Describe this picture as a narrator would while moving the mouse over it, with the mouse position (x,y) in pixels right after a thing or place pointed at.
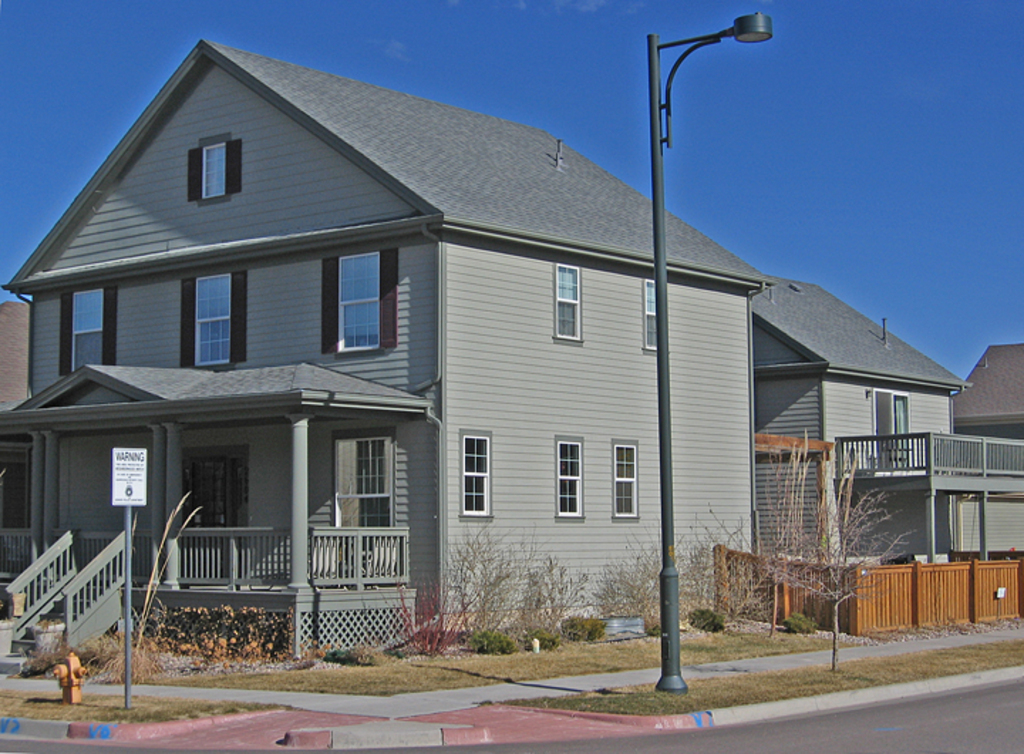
In this picture we can see the road (872,715), grass (323,683), plants (839,633), fences (959,577), pillars (155,474), buildings (412,497) with windows (478,453), signboard (134,460), street lamp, poles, hydrant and in the background (760,204) we can see the sky (789,271).
